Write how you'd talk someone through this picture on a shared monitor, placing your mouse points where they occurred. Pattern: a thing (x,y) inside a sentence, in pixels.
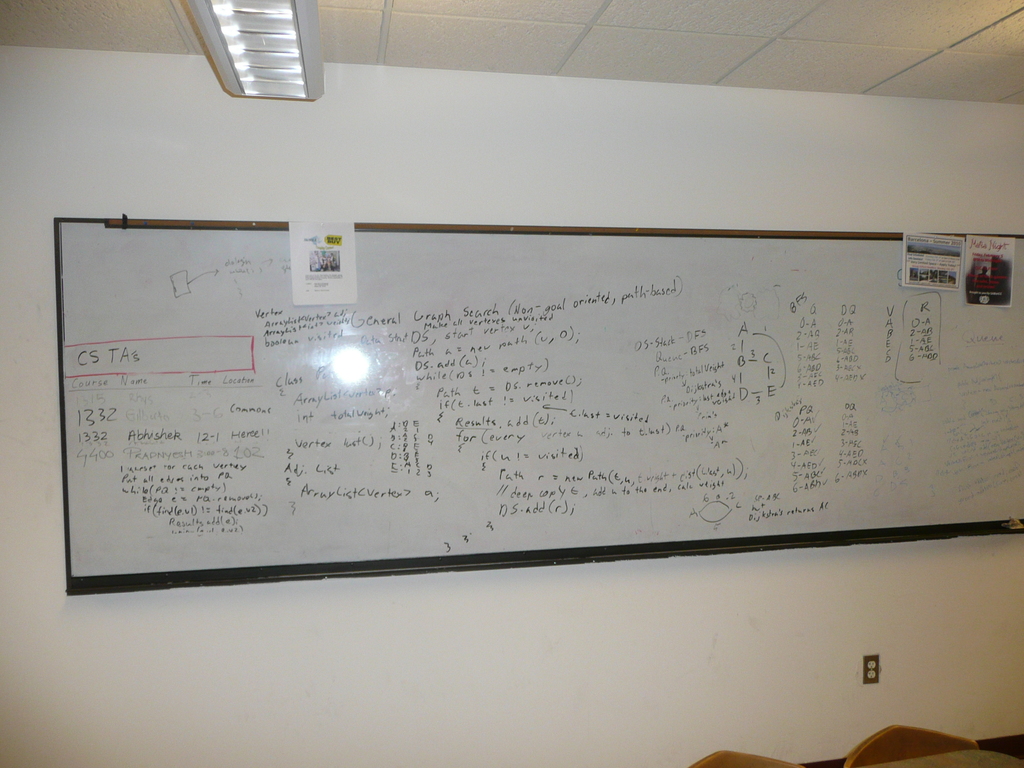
In this image we can see a white board (221,445) to the wall (276,595) and something written on it. In the background (291,72) we can see electric lights (289,56), roof (672,73) and chairs (890,737).
